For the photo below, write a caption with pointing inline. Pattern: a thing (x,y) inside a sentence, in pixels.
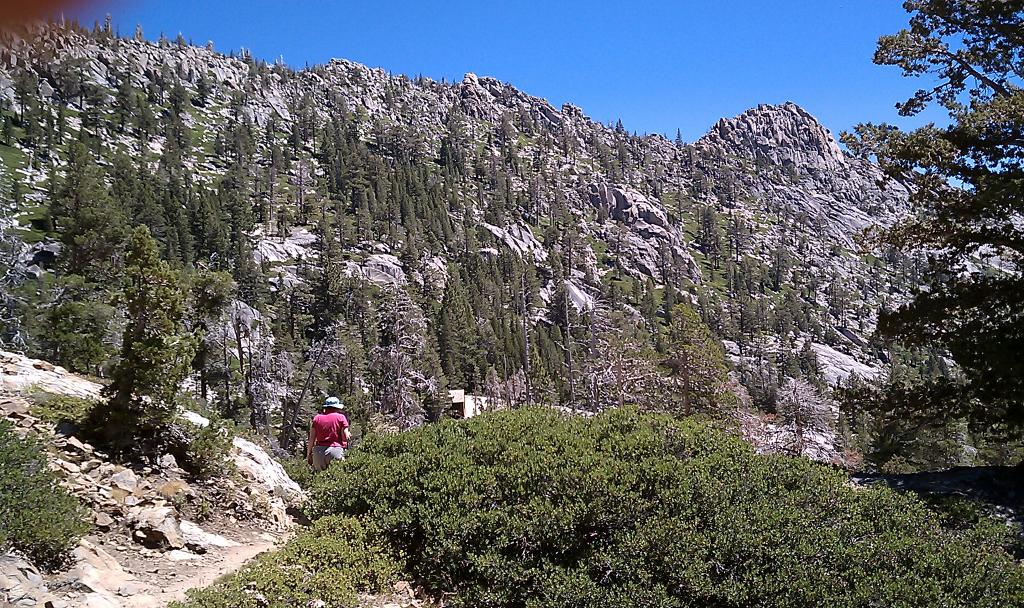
In this image I can see a few green trees (747,267), mountains (854,240), few stones (72,463) and one person (321,435) is walking. The sky (644,69) is in blue color.
